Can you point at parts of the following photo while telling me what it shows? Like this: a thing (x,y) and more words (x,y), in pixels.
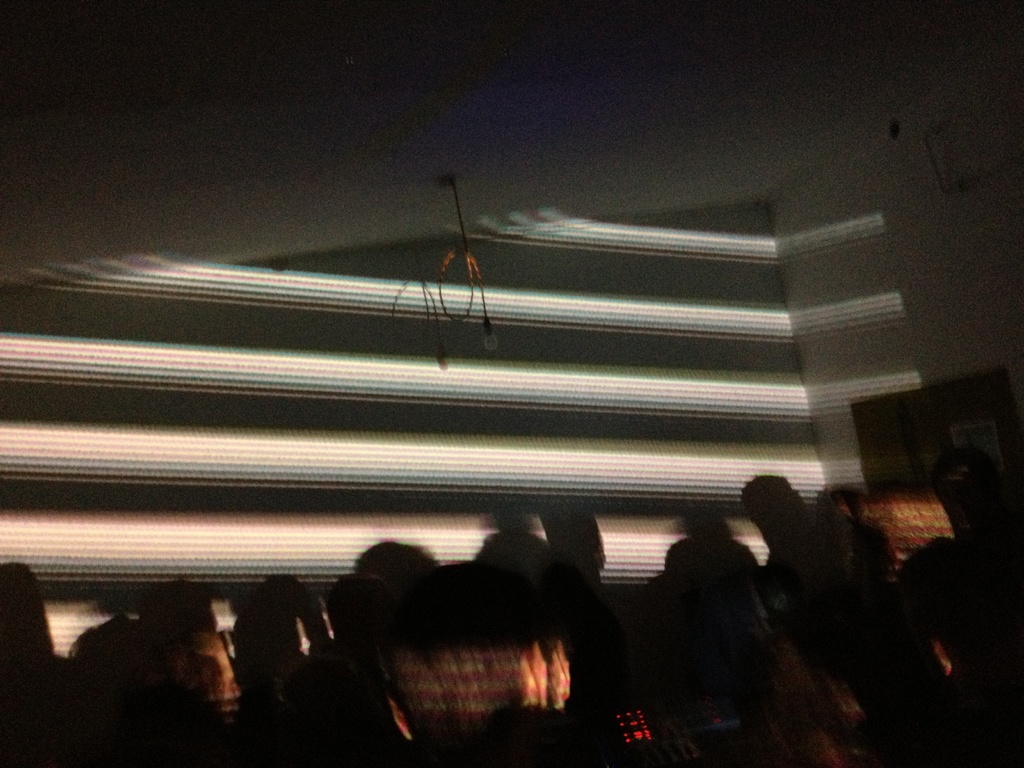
In this image, there are some people (693,698) standing in a dark room (874,254).
